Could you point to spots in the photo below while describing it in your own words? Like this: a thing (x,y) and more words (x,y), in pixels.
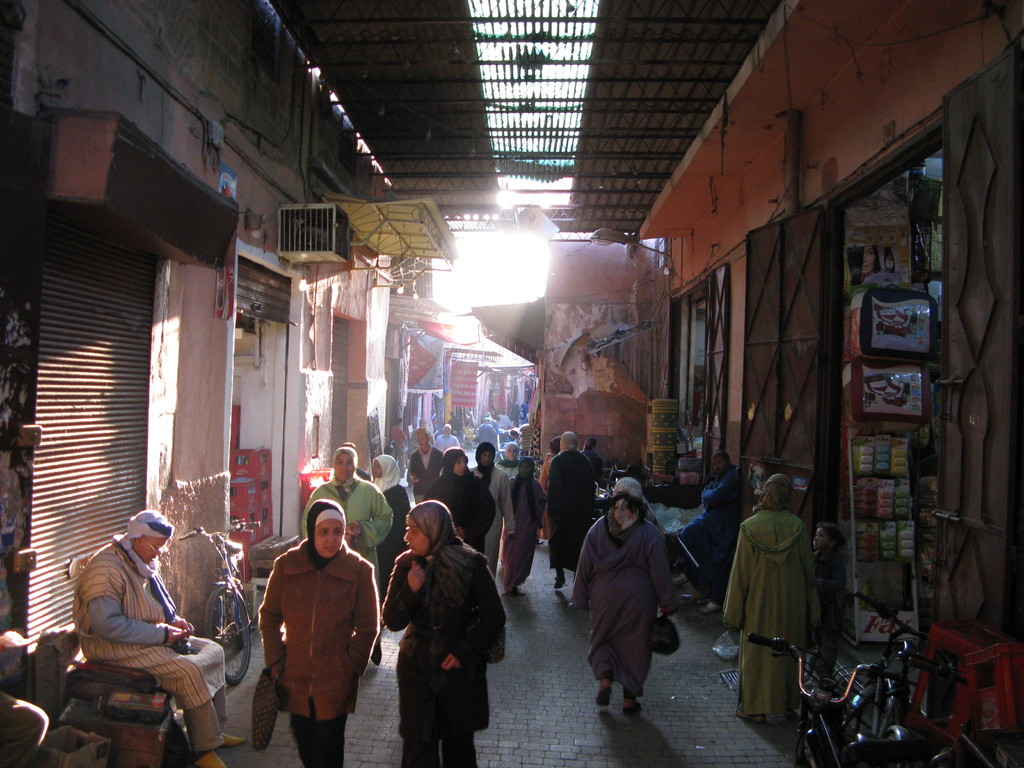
There is a way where few persons (484,522) are walking and there are few shops (440,425) on either sides of it.
